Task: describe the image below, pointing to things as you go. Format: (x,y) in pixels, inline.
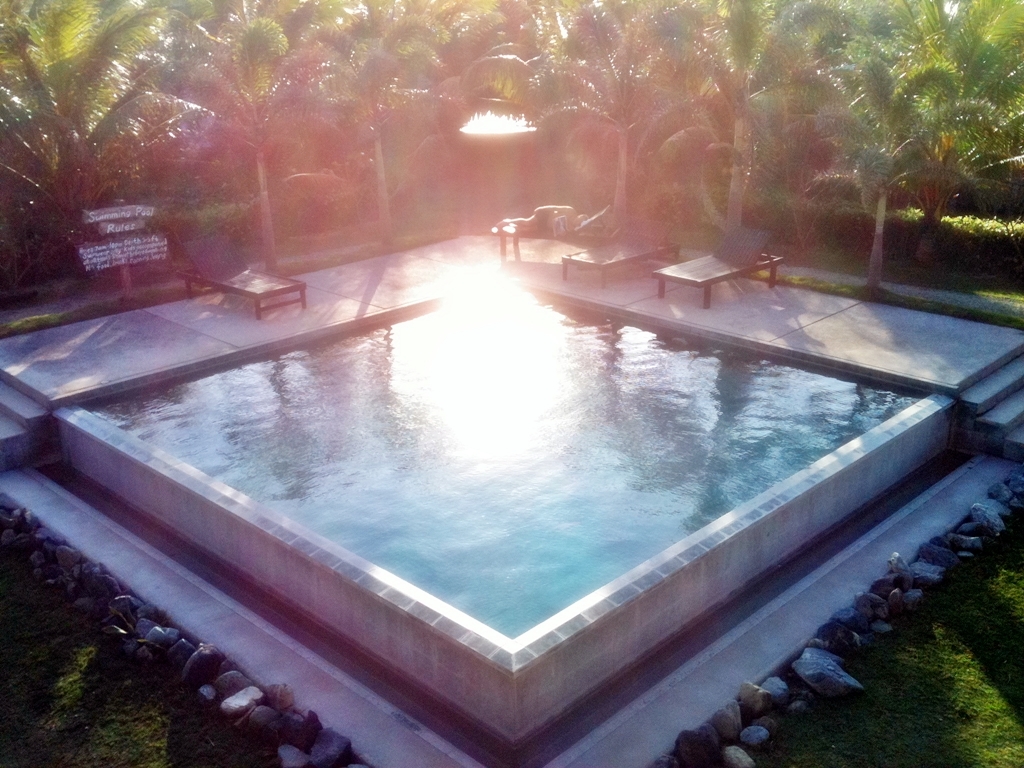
In this image there are rocks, grass (914,650), swimming pool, swimming pool benches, boards (129,214) attached to the pole (128,288), trees (78,169).
